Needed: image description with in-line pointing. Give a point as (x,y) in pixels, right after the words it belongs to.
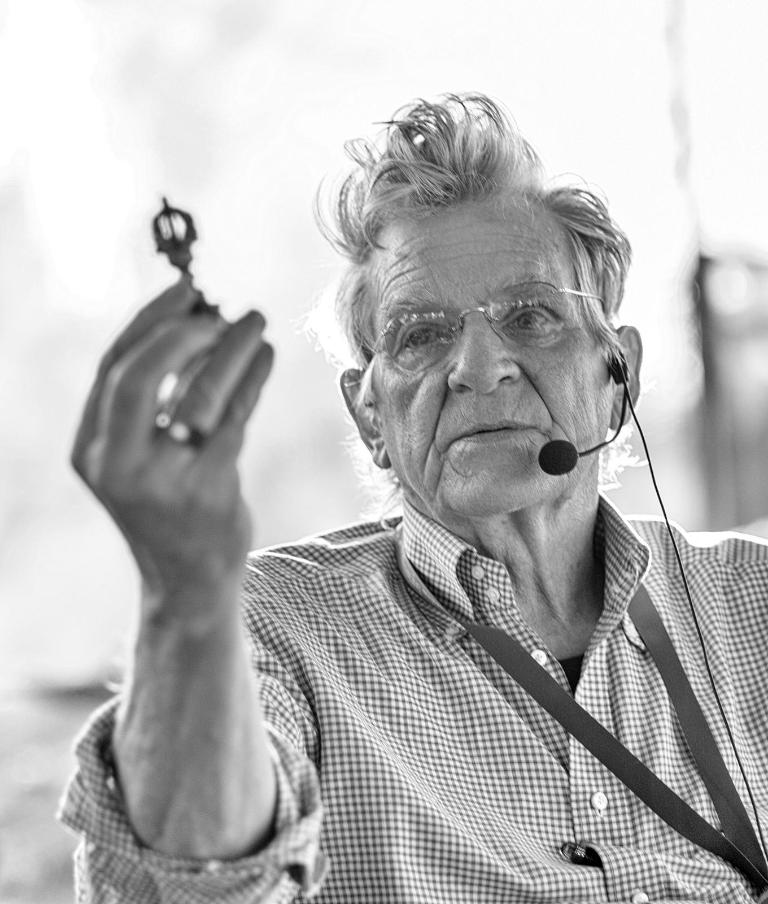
This is a black and white image of an old man (552,766) in checkered shirt (532,699) and mic (565,461) holding a small vajra (195,284).
